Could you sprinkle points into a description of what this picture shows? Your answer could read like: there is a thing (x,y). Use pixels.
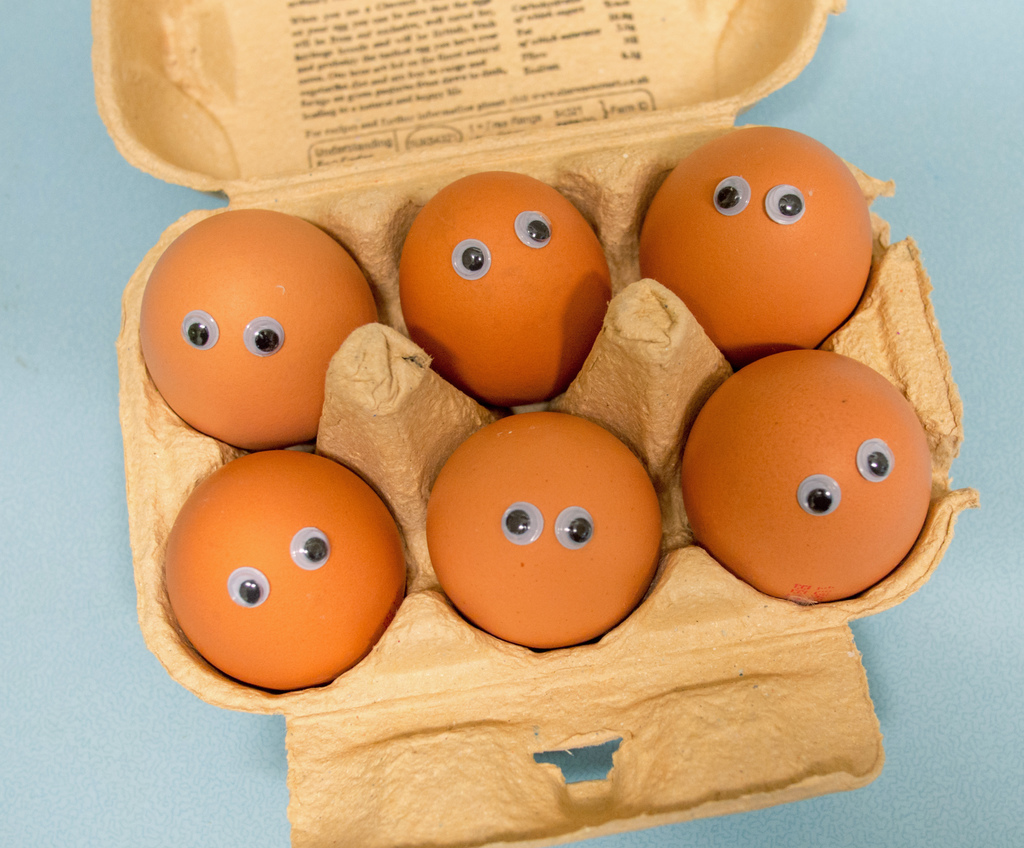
In this image I can see the blue colored surface (65,645) and on it I can see a egg tray (205,99) which is brown in color. In the tray (244,86) I can see six eggs (302,269) which are orange in color and I can see the black and white colored objects (517,509) attached to the eggs (754,203).
